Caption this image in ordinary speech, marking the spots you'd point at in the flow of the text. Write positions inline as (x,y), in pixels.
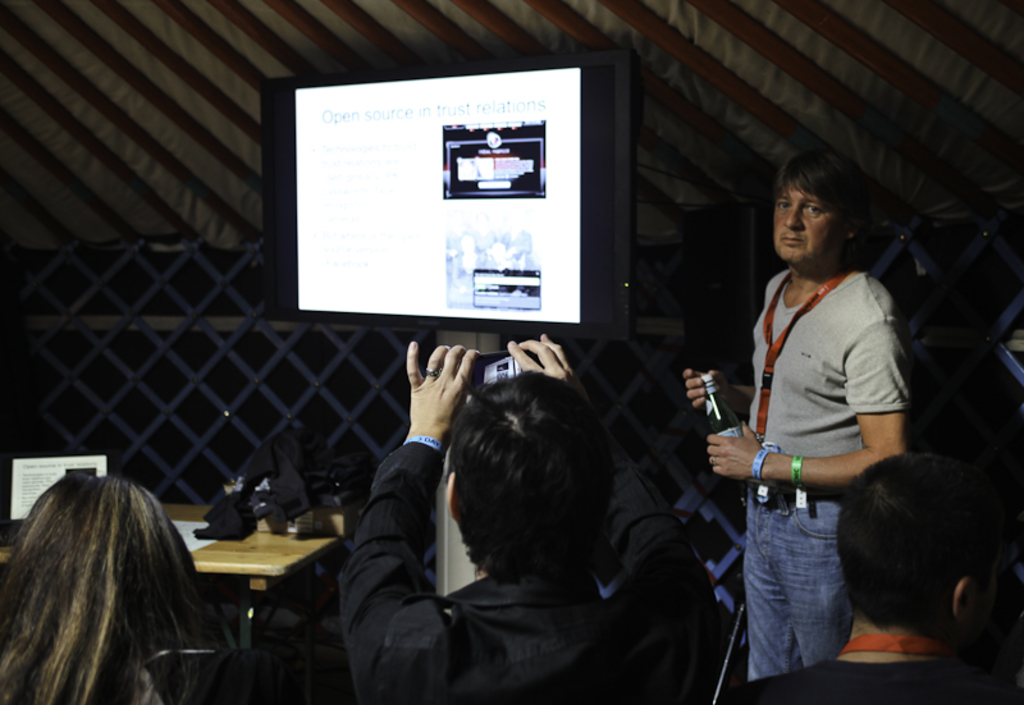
In this image we can see a man (773,553) is standing. He is wearing grey color t-shirt (841,415) with jeans (801,565) and holding bottle (737,432) in his hand (726,452). At the bottom of the image (522,631), two men (388,636) and one woman (135,630) is there. One man (501,653) is wearing black color shirt (519,664) and holding mobile phone (499,374) in his hand (526,358). Background of the image (409,258) monitor (393,233), fencing (193,248) and table (265,536) is there. On table (305,544), one laptop (31,471) and things (254,507) are present.
